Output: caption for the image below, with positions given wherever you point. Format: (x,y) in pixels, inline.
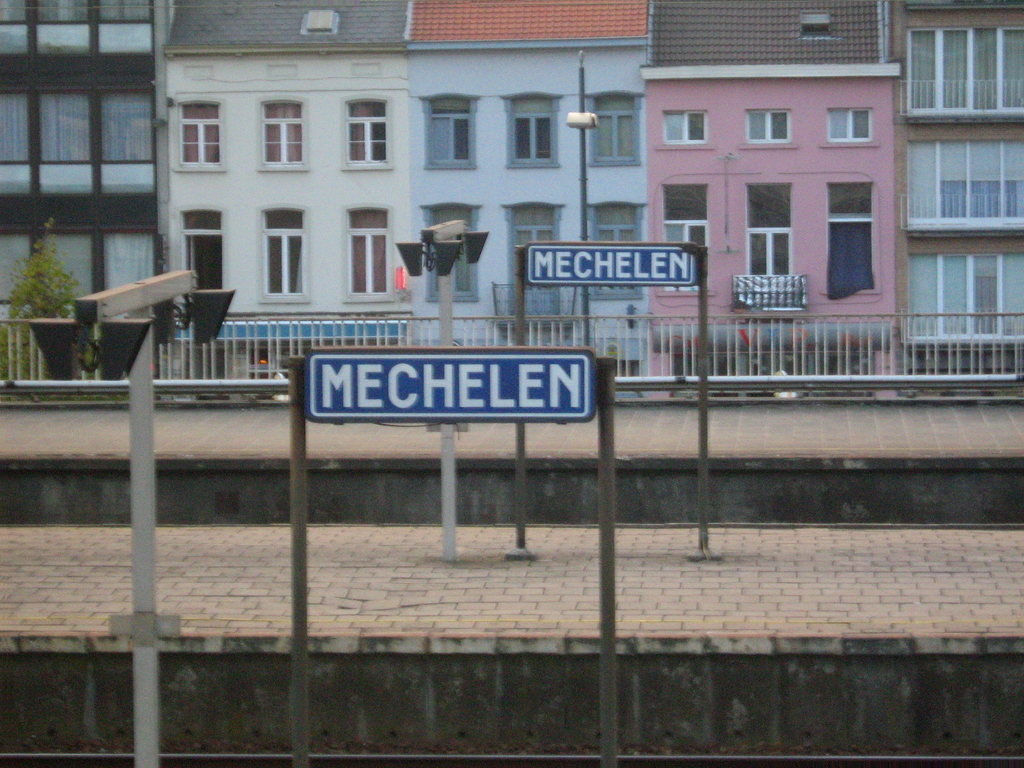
In the image in the center (412,378), we can see poles (450,303) and sign boards (468,383). In the background (368,214), we can see buildings (133,118), windows (264,234), fences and plants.
